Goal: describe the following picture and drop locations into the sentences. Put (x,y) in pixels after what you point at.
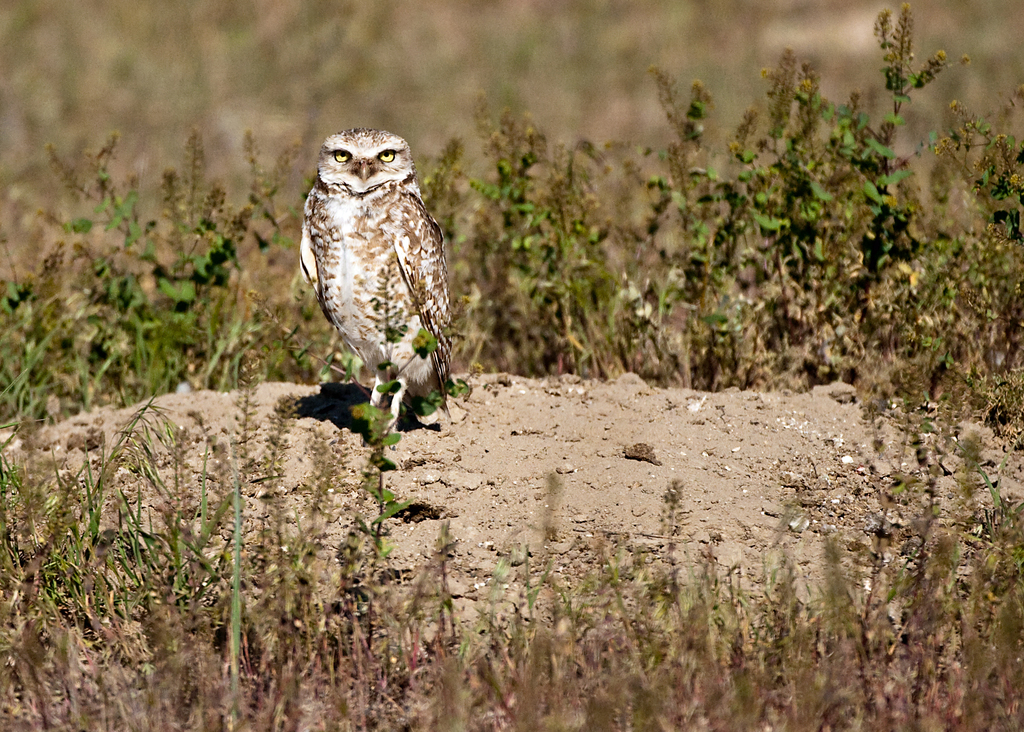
There is an owl (345,267) standing on the ground (537,533). In the background (310,292) there are plants (210,315) on the ground (407,79) and at the top (443,53) the image is blur and at the bottom (336,612) there are plants (336,612).
